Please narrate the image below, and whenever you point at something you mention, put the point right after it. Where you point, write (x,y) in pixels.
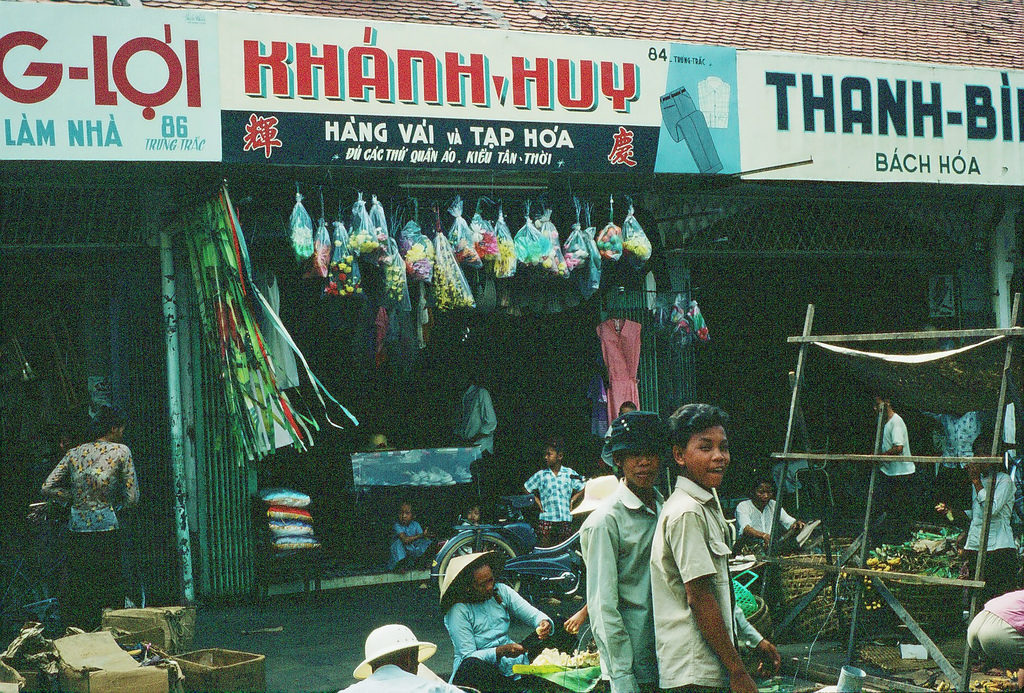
In this image we can see many people (547,494). Some are wearing hats (467,573). There are cardboard boxes (174,631). And we can see few other items (833,587) on the right side (799,598). In the back (234,189) there are shops (193,149) with name boards (351,135). There are flower bouquets (489,223) hanged on the shop (433,210). And there are few other items (205,254).
